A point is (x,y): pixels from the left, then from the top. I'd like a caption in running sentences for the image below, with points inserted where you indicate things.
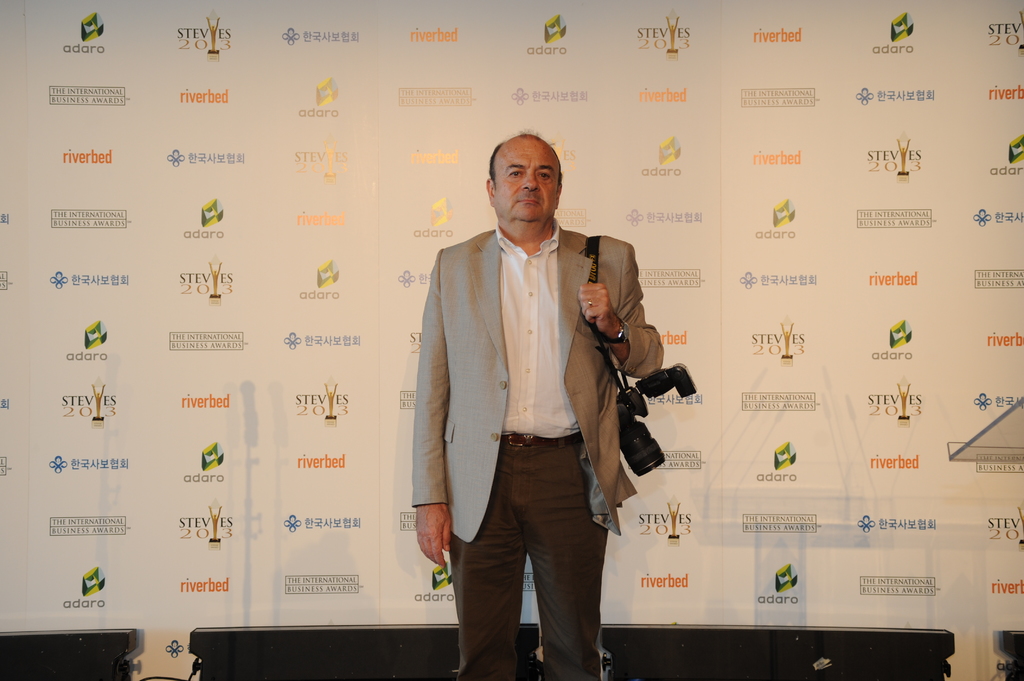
In this picture there is a man (453,472) who is wearing blazer (494,391), shirt (510,368) and trouser (577,591). He is holding the camera (676,377). In the back (649,403) we can see the banner (804,241), in that we can see different companies logo (318,299) and name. On the right (959,443) there is a speech desk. At the bottom (1018,670) i can see some black objects (657,666) and cables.
